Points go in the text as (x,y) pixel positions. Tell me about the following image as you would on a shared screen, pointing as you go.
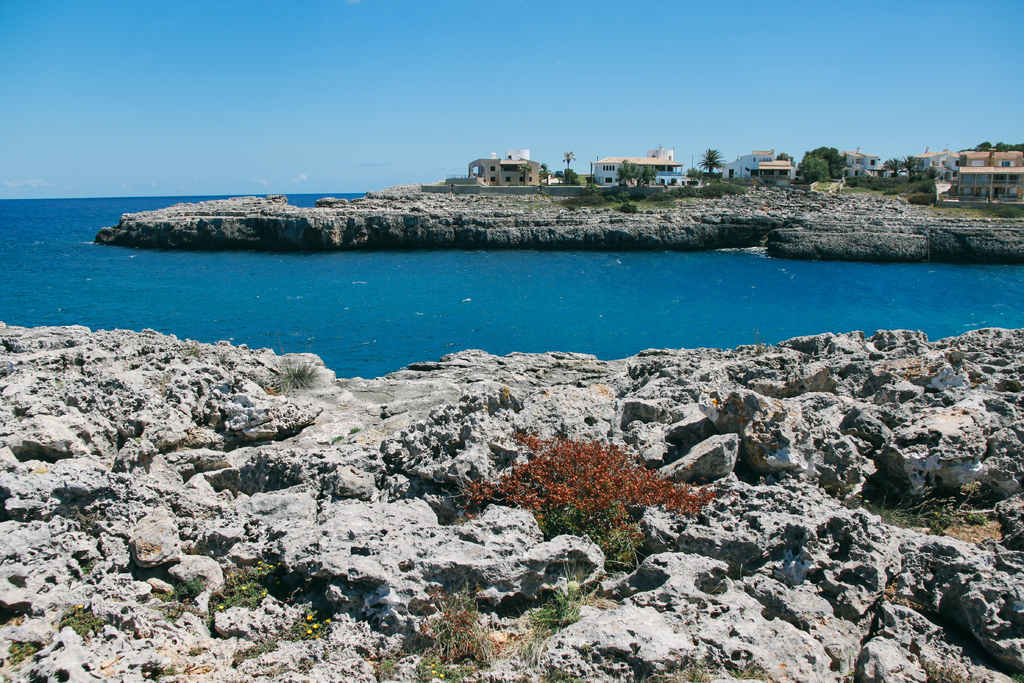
In this picture I can observe an ocean (305,292). There are houses (500,171) on the right side (735,169). In the background (584,113) there is sky (503,103).
